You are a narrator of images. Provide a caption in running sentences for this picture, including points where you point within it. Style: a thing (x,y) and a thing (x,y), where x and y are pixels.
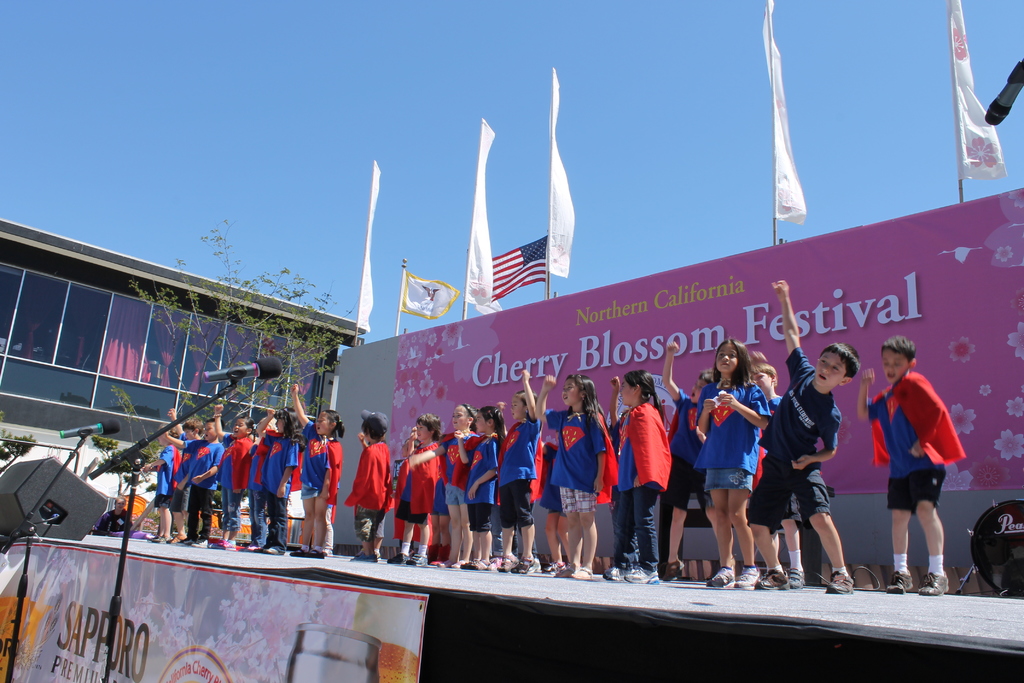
In this picture, we see children (237,431) standing on the stage (627,661). Behind them, we see a pink board (800,329) with some text (673,307) written on it and we even see flags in white, red and blue color. At the bottom of the picture (188,632), we see a microphone (17,612) and a banner (243,584) in white color with some text (69,672) written on it. There are building (12,405) and trees (27,438) in the background (176,281). At the top of the picture (231,174), we see the sky (525,172).
